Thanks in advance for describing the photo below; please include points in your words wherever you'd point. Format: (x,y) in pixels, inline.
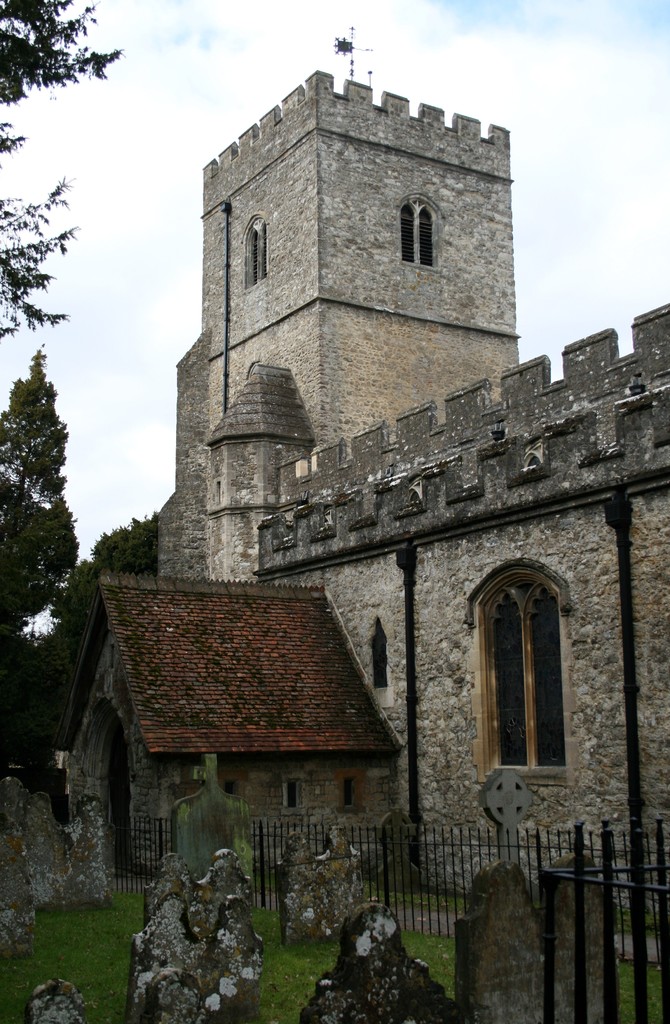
In this image there is a building (437,622). In front of the building (343,617) there is a railing (425,838). In the bottom left (126,951) there's grass (108,976) on the ground (326,944). There are stone (247,957) on the ground (435,976). In the background (57,582) there are trees (66,528). At the top (331,23) there is the sky (583,124).
